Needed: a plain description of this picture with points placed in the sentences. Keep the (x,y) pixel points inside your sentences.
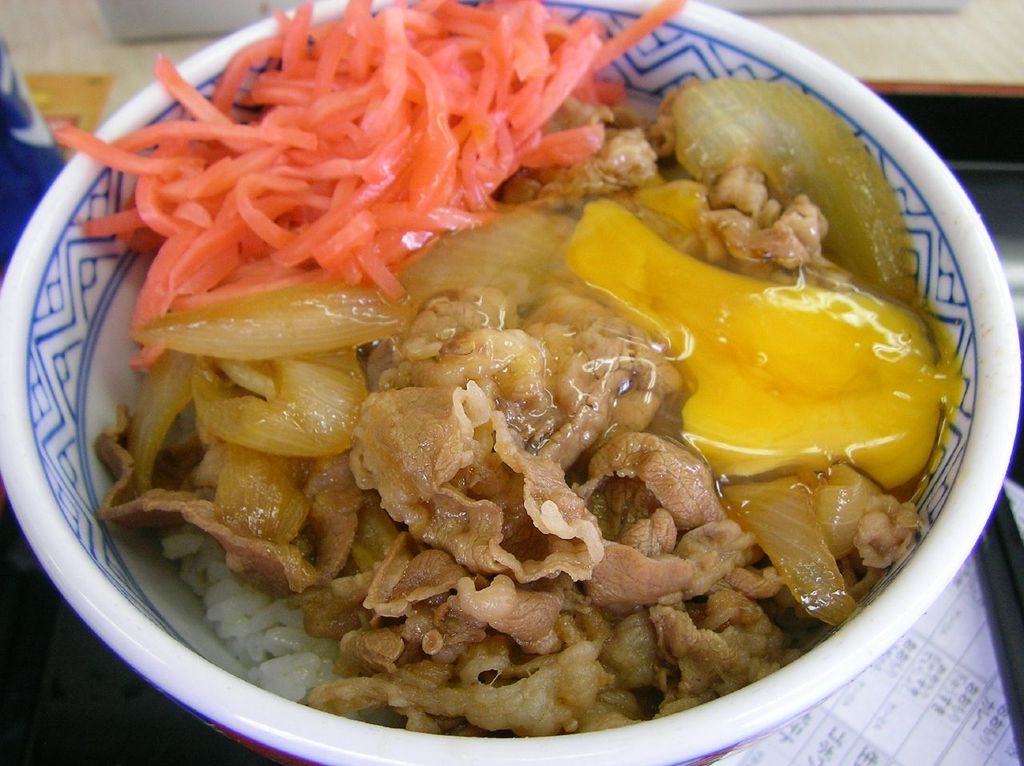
In the foreground of the picture (419,675) there is a bowl (122,196). In the bowl (908,613) there is food (320,530). The background (779,0) is blurred.
